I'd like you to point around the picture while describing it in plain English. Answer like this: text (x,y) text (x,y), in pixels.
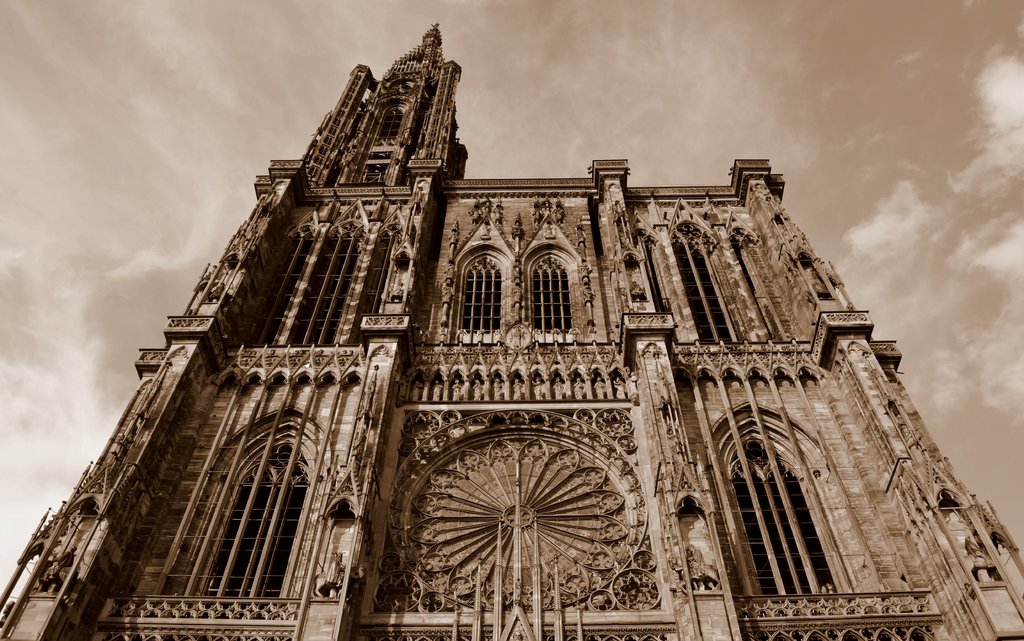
In this picture there is a cathedral (391,436) in the front (568,430) and the sky (604,109) is cloudy.
